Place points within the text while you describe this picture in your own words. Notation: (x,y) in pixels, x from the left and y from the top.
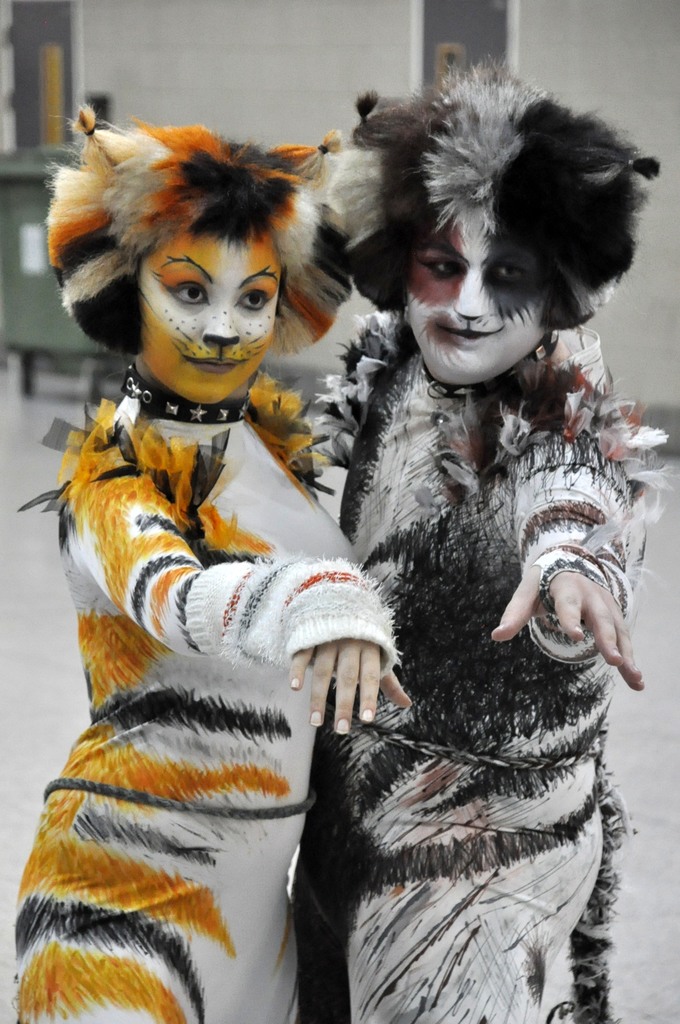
In this image I can see two people (392,575) are standing and wearing different costumes (123,777). Background (597,78) is blurred.
